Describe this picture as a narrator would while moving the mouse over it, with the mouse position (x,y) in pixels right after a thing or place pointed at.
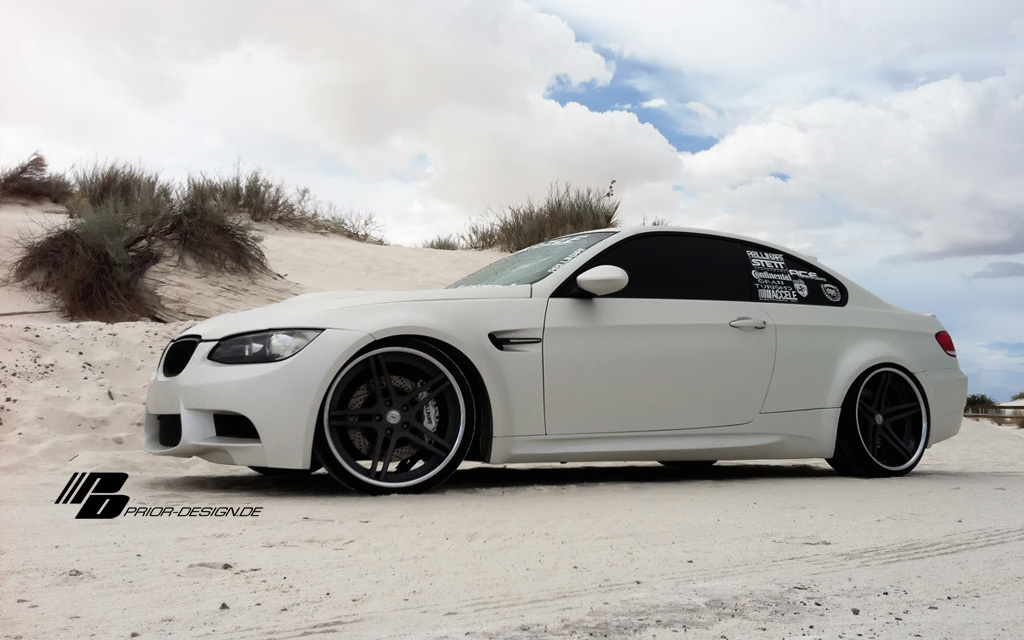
In this image we can see there is a car (707,449) on the sand (333,571) behind that there is grass (978,403).
